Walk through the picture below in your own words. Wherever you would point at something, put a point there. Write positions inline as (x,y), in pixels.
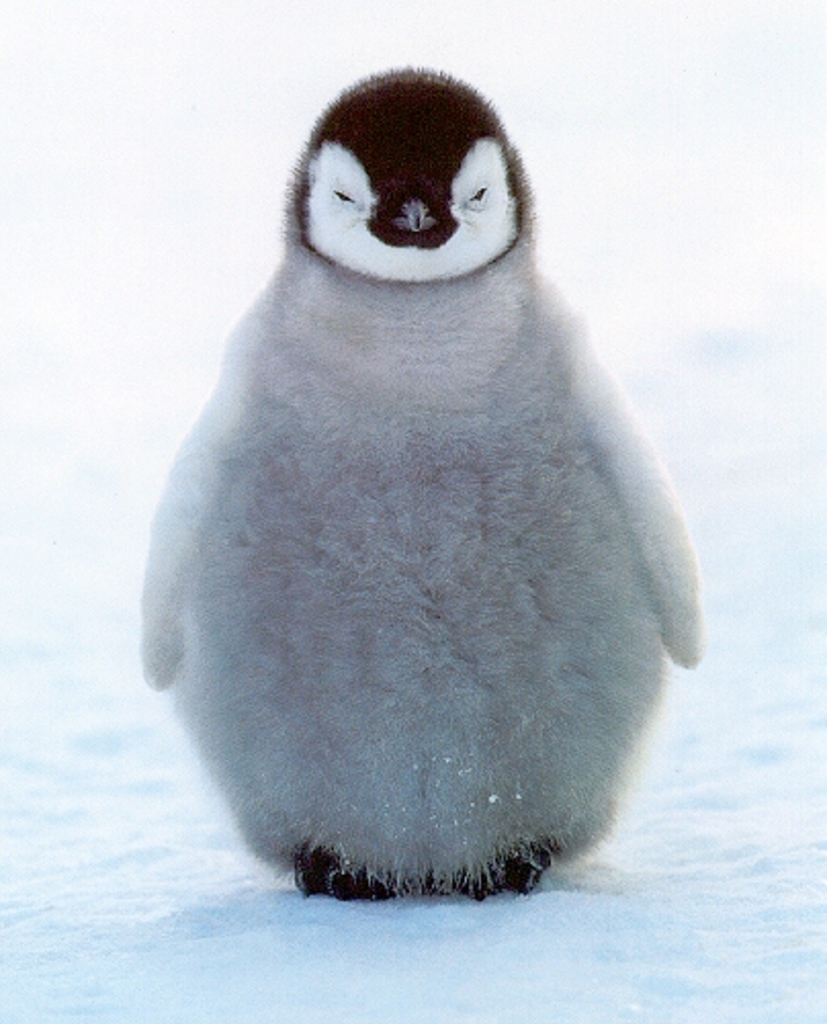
In this picture I can see there is penguin (354,430) and it has grey fur (440,554) and standing on the snow (472,916).
